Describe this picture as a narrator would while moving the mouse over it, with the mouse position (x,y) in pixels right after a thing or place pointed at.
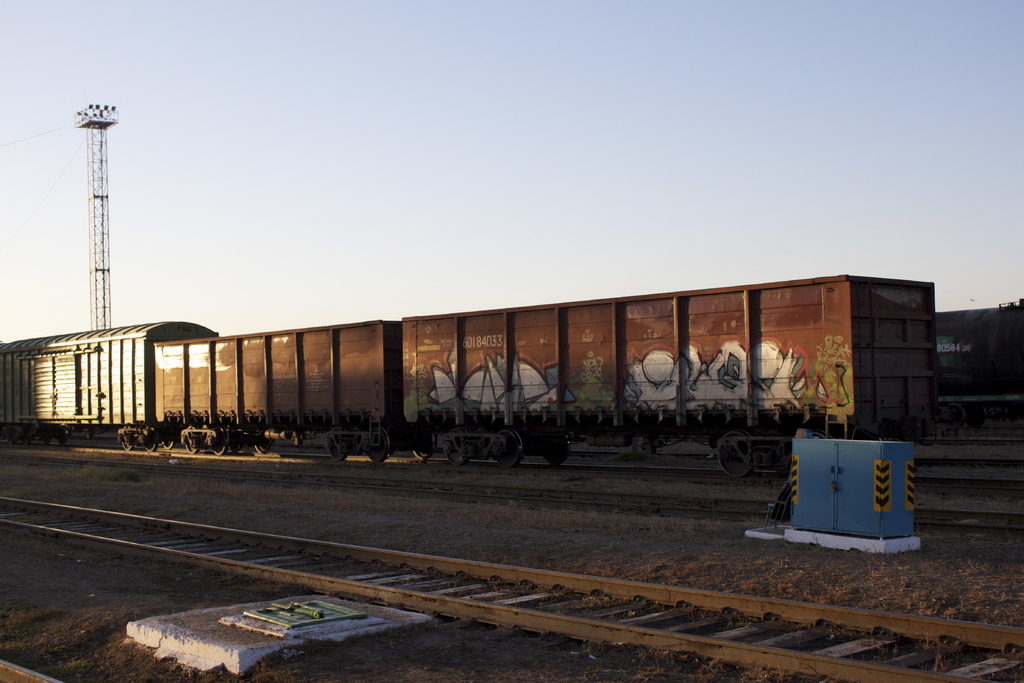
This picture is taken inside the railway station (613,486). In this image, on the right side (821,506), we can see an electrical equipment (877,516). On the left side (183,592), we can see a floor (343,637). In the middle of the image (395,383), we can see a train (507,419) which is placed on the railway track (676,463). In the background (101,167), we can see electric pole (99,182). At the top (554,141), we can see a sky (554,141), at the bottom (989,625), we can see a railway track (438,566) with some stones (444,551).
